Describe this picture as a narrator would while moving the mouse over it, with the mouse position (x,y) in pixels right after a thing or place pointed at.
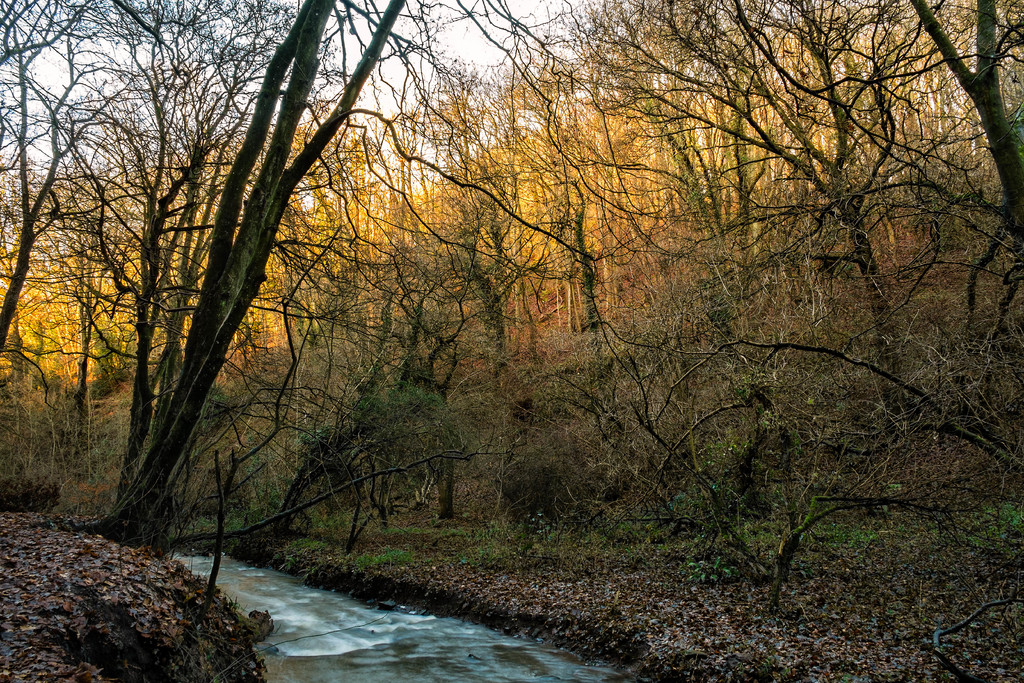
In this image I can see water (295,618) in the centre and on the both side of it I can see number of trees (426,386). I can also see the sky (327,88) in the background (10,70).
